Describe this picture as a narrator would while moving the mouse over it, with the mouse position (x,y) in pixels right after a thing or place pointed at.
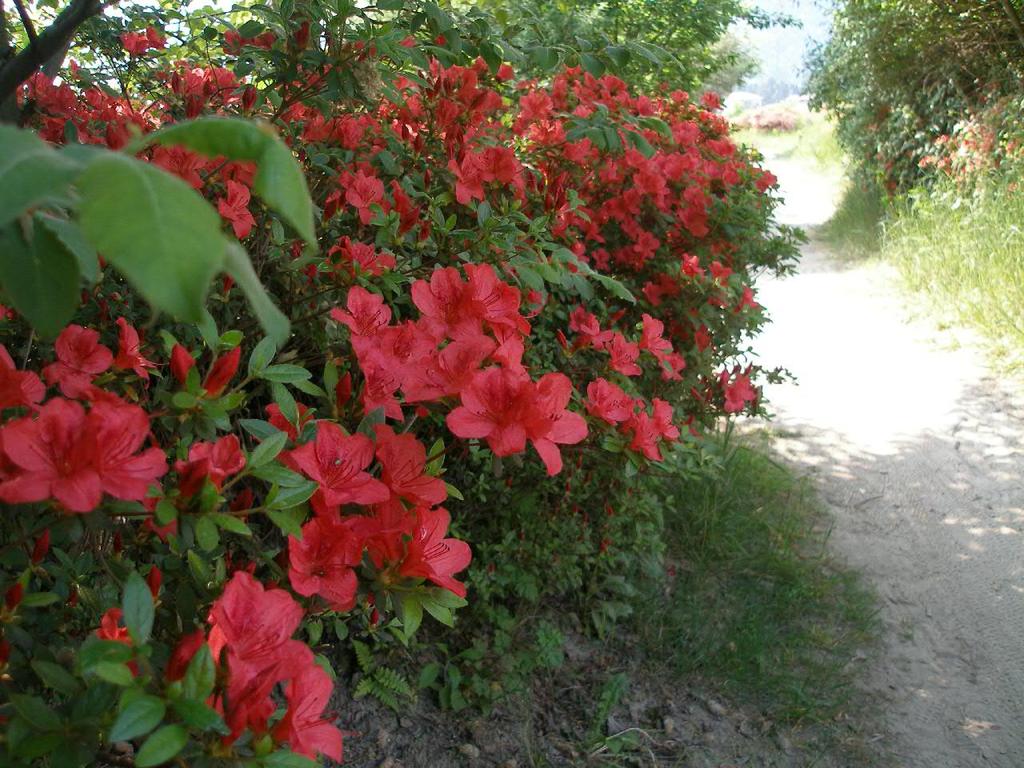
In this image we can see plants (374,298) with flowers (483,280), grass (735,519) and a walking path (883,322).
